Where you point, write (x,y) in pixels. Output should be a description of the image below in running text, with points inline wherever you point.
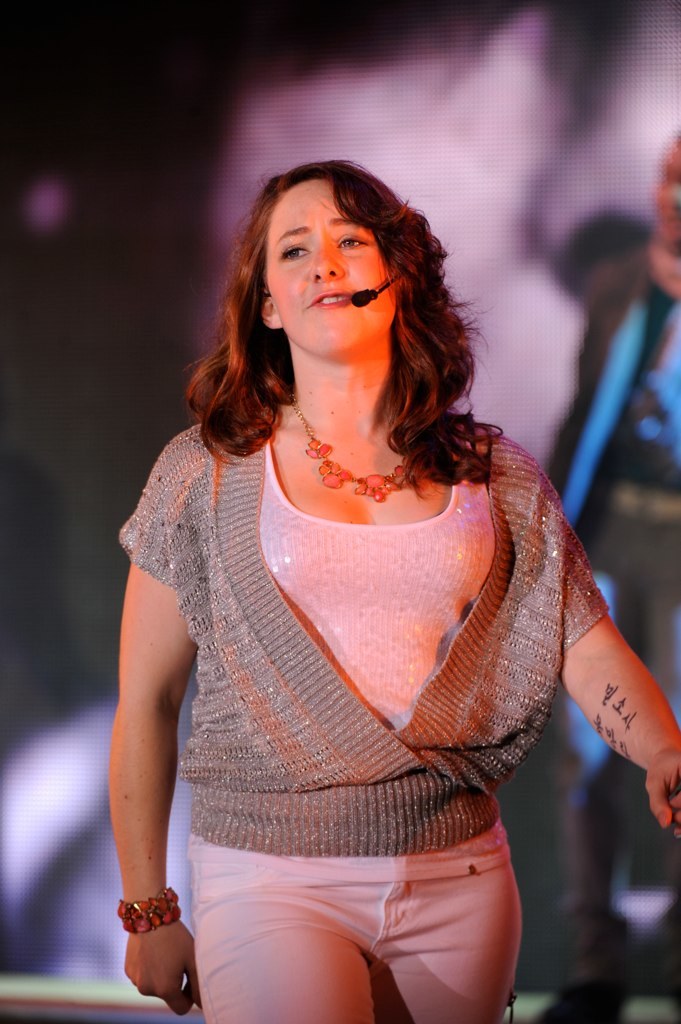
In the foreground of the picture (239,459) we can see a beautiful woman (412,929) singing, she might be walking. The background (345,110) is blurred.
